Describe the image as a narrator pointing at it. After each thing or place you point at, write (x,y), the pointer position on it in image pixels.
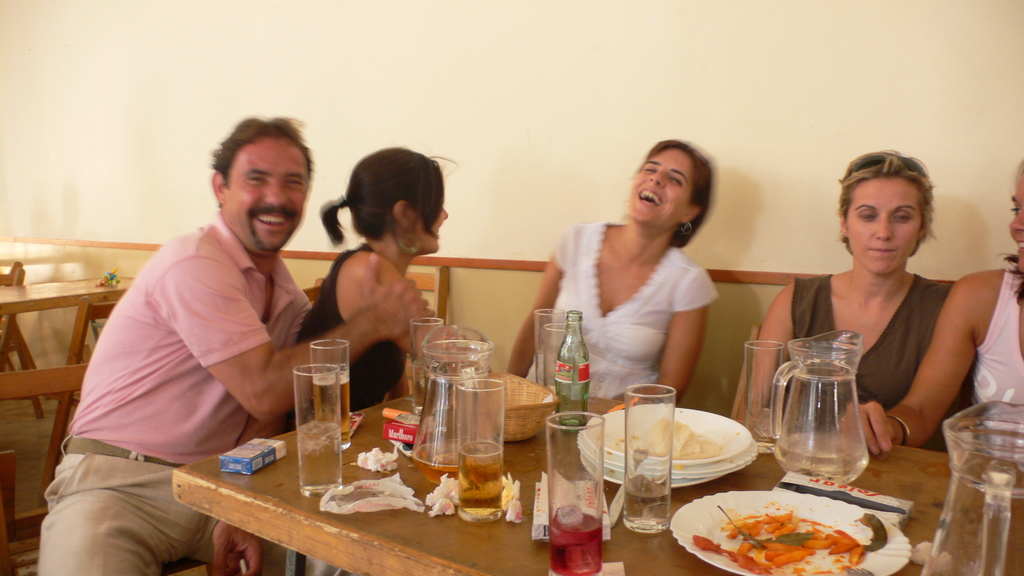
In this image I can see a man (225,155) and four women (435,213). I can also see smile on few faces (295,228). Here on this table (356,522) I can see few glasses (465,421), jars (455,460), plates (650,434) and napkins (394,495). In the background (78,349) I can see few chairs (58,393) and few tables (14,301).
